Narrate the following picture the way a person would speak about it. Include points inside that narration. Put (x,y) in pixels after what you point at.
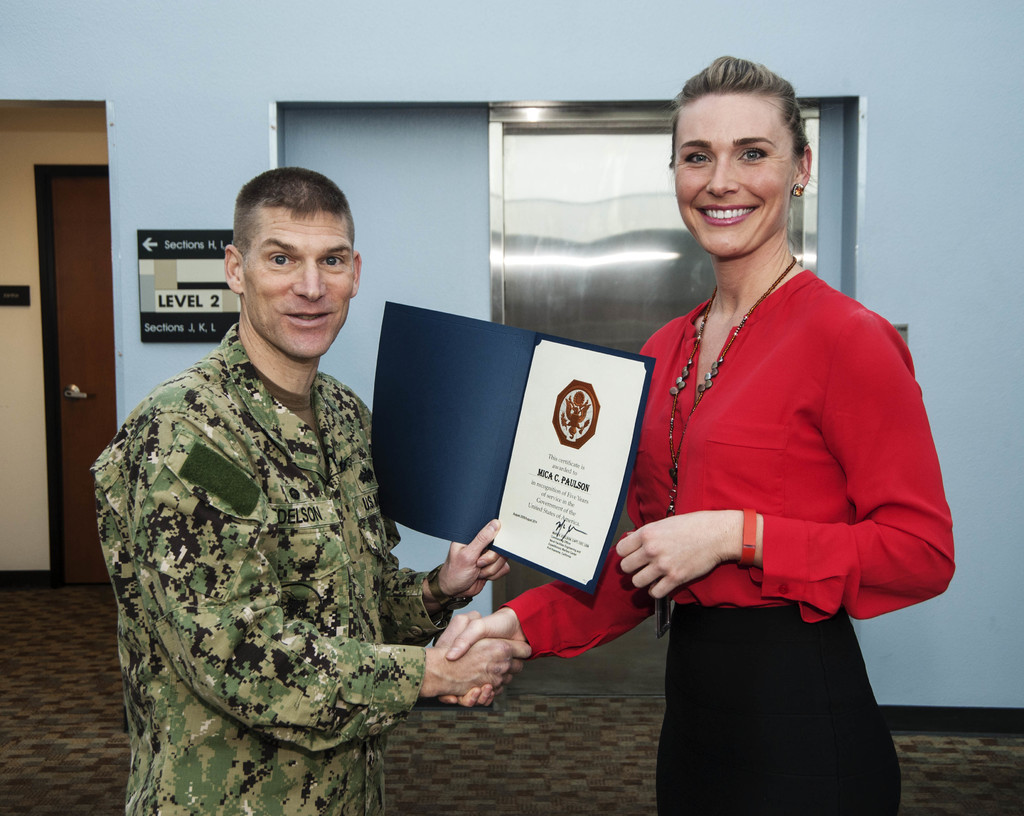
In this image I can see there are two persons (360,417) man (228,495) and woman (780,416) and man (249,486) holding a book (621,407) and they both are smiling and at the top (546,82) I can see the wall (802,68) and I can see a signboard (230,239) attached to the wall (190,350). And I can see a door (81,406) visible on the left side (81,451).
